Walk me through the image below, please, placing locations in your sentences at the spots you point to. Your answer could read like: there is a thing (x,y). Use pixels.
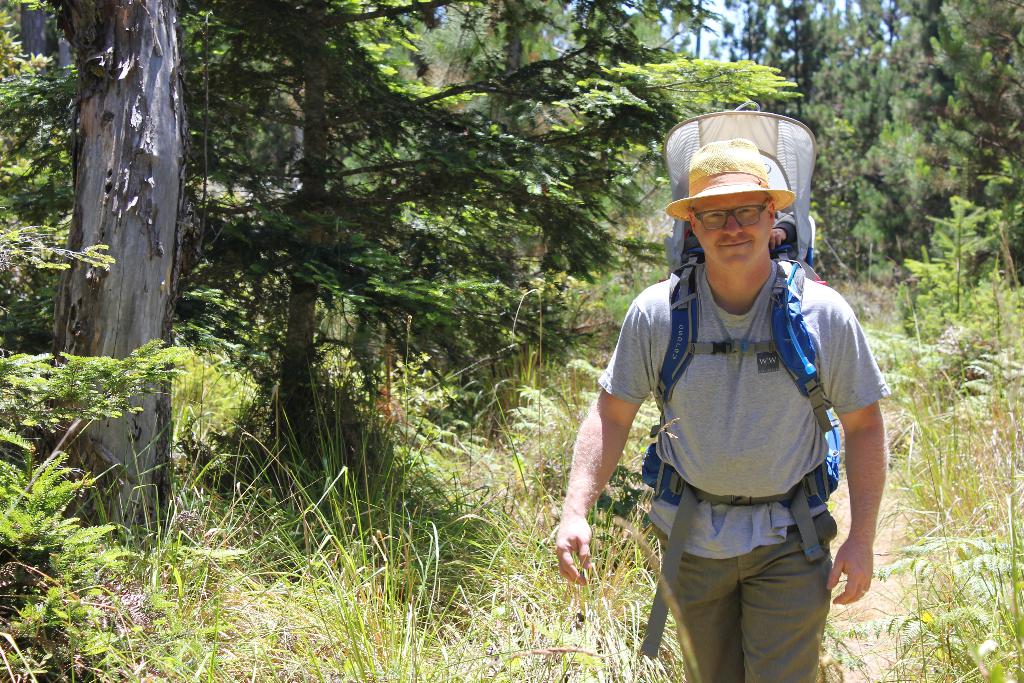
In this image I can see few trees (556,103) and the grass (353,671). One person (689,193) is wearing the bag (794,136) and walking.
